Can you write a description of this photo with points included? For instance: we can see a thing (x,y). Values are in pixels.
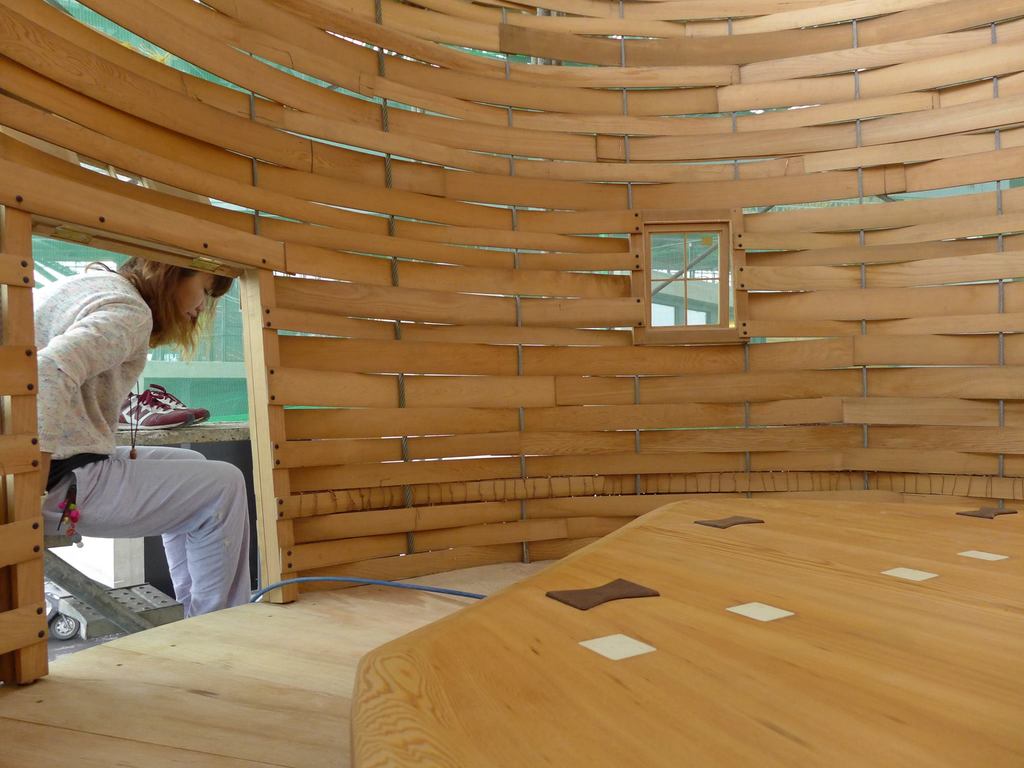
In this image it looks like it is a wooden house (514,152) which is in circular shape. In the middle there is a wooden table (677,624). On the left side (112,418) there is a girl (103,381) who is sitting on the trolley (65,544). Beside her there are shoes (165,401) on the desk (169,443).
